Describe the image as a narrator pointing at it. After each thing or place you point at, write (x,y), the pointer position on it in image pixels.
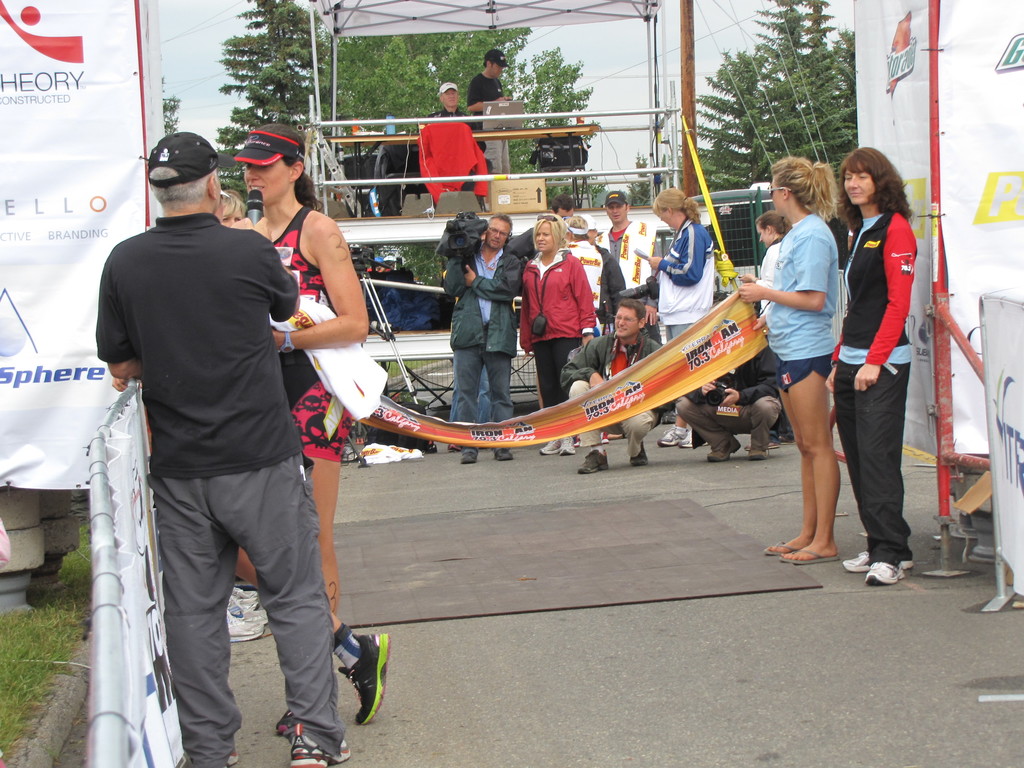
In this image I can see a road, on the road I can see a stand (427,152), on stand (427,152) i can see persons (446,91), top of stand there is a tent (405,32), in front of stand (533,219) there is a camera man (491,307) holding camera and few persons (695,237) standing, few persons (775,414) sitting in squat position, one person (816,277) holding a banner (612,398), there is a woman (858,199) standing in front of banner (941,146) on the right side (876,195), there is a hoarding board (118,236) visible on the left side (55,211) in front of the hoarding board (105,403) there is a fence (118,432), in front of fence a person (189,289) holding a mike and a woman (350,268) standing in front of person (316,580), in the background (280,58) there are some trees (744,70) and the sky (203,60) and power line cables (757,14) visible.
